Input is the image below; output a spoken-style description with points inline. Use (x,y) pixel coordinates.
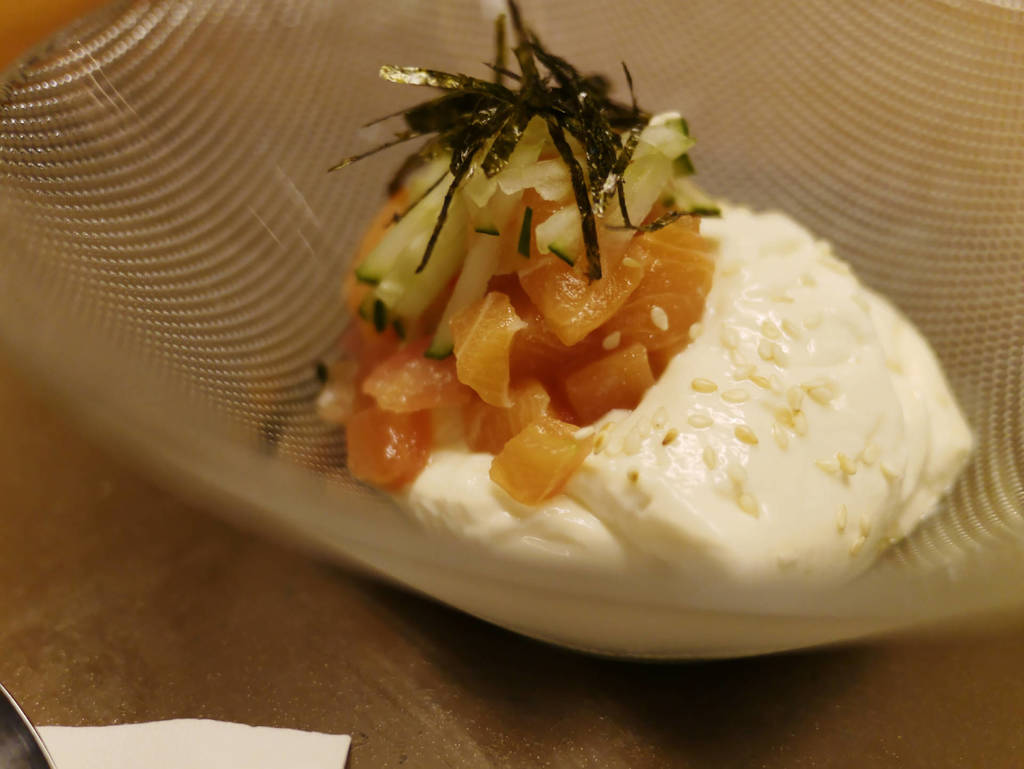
This image consist of food (456,318) which is in the bowl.
